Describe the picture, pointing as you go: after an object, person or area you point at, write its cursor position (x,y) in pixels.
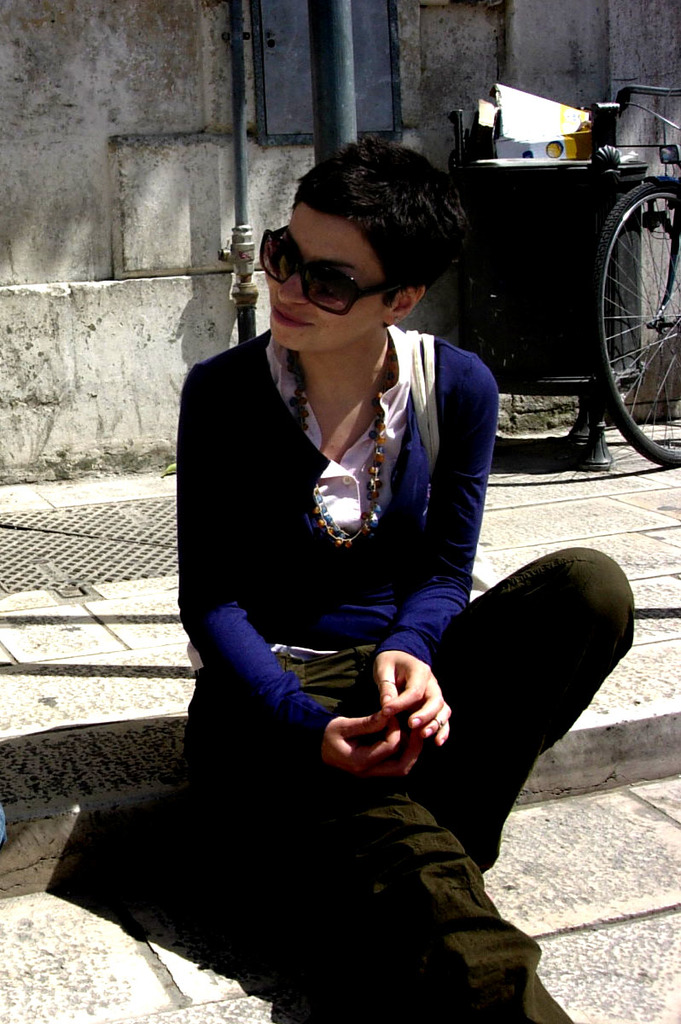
In this picture I can see a woman (412,643) sitting and she is wearing sunglasses (340,309) and it looks like a building (293,118) in the back (373,84) and I can see a dustbin (535,235) and a bicycle (621,312) on the right side of the picture (621,312).
